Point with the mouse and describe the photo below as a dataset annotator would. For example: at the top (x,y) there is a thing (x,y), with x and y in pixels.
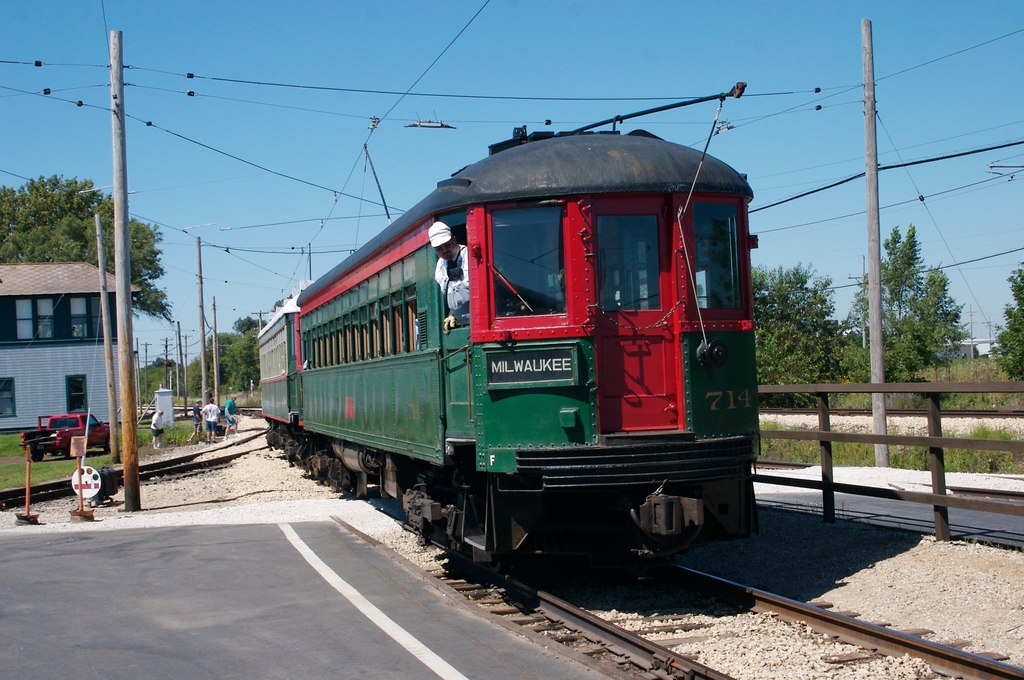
In this image I can see a train (513,432) on the railway track (703,619). I can see poles (882,368), wires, fencing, house (74,336), windows (83,387), vehicle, few people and trees (818,310). The sky (617,81) is in blue color.
